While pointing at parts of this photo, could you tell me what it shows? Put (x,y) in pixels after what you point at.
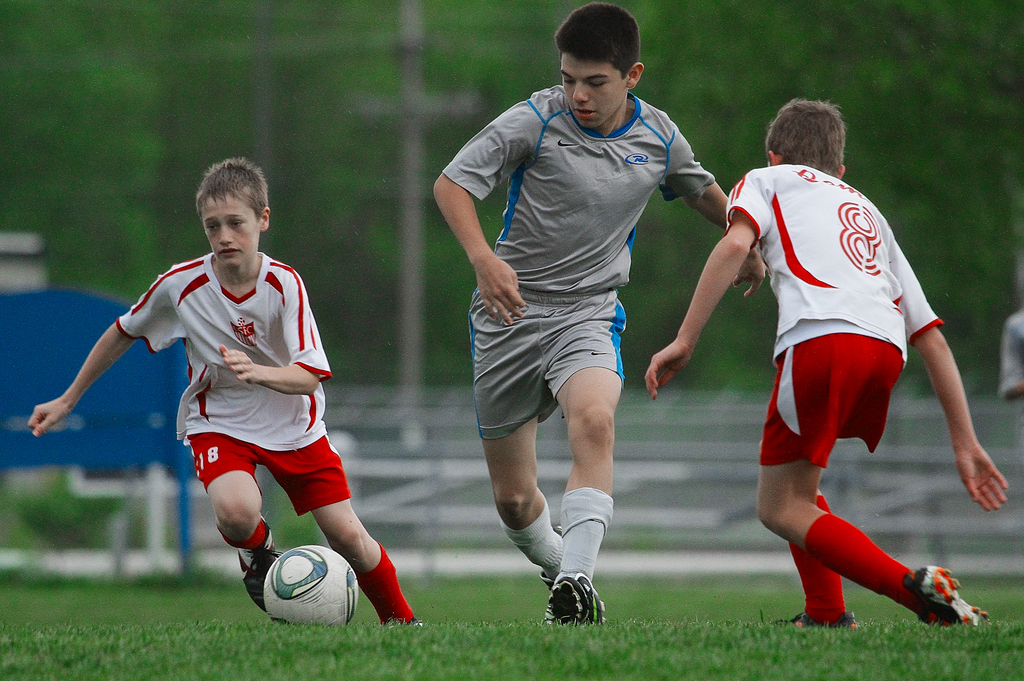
This picture is clicked on a field (671,626). There are three boys (478,282) running and playing football. There is a ball (332,605) on the grass (356,650). In the background (363,45) there are trees (502,14) and a board (9,305).
